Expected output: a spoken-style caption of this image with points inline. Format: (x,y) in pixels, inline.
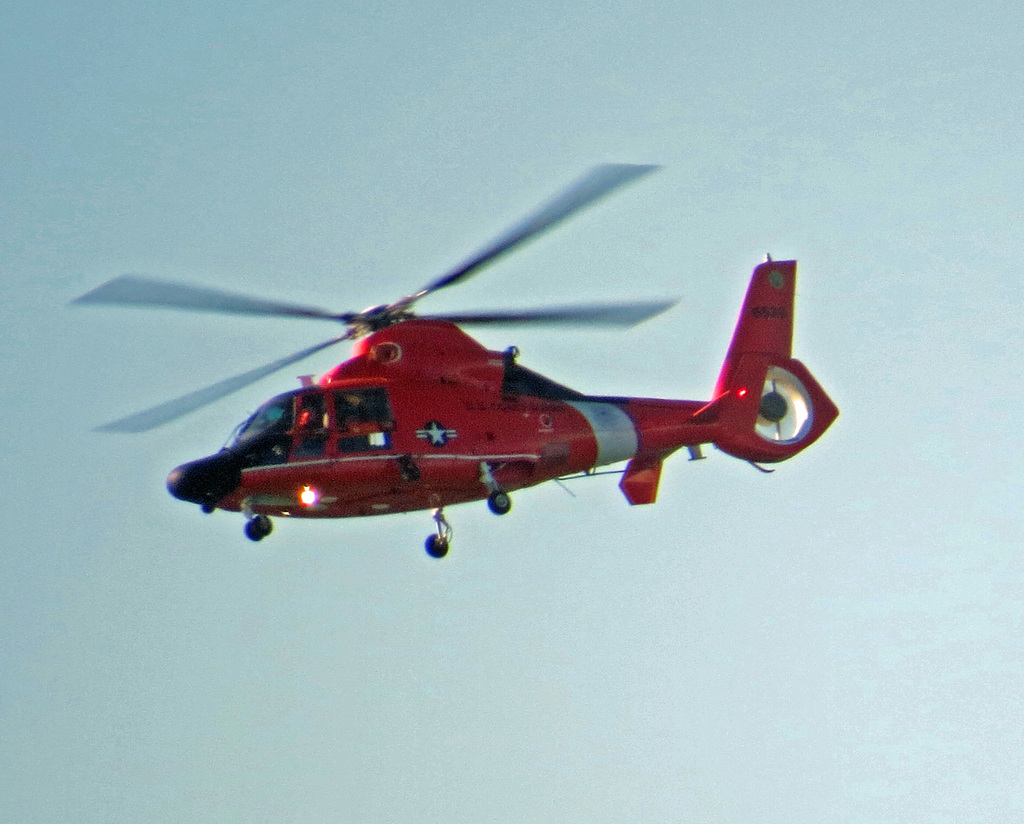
In this image I can see a red color helicopter (439,426) is flying in the air (416,536) towards the left side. On the top of the image (541,92) I can see the sky (440,119).
